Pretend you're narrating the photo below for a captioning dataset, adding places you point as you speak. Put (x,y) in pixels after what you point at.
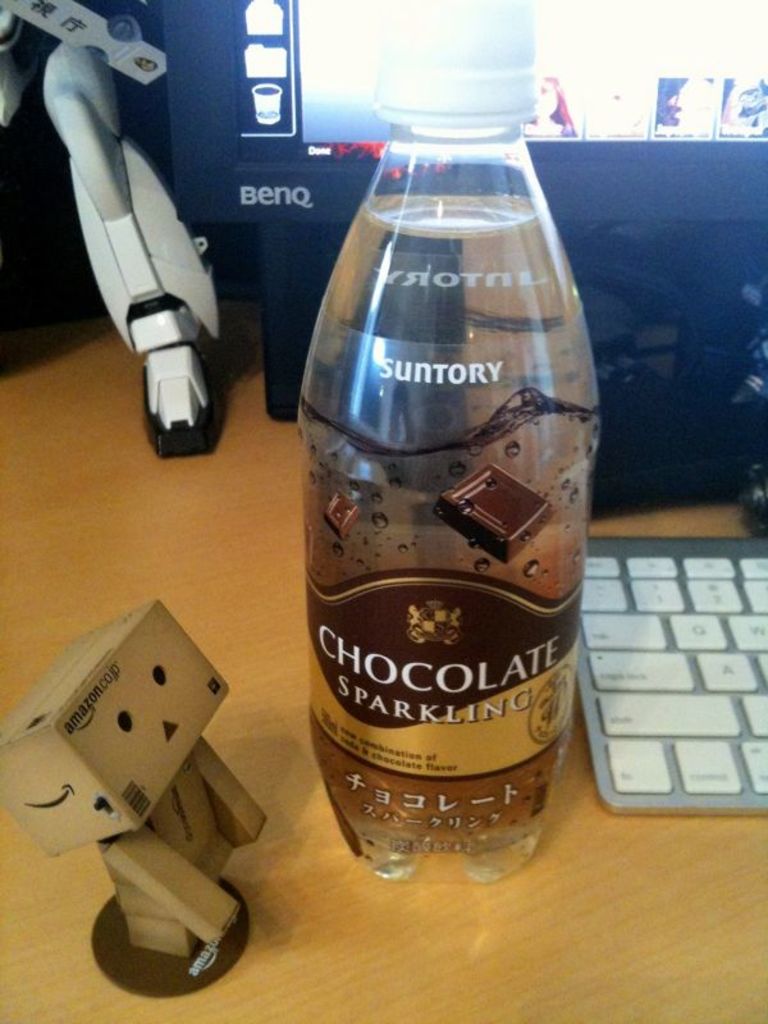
In this picture we can see a bottle of drink (550,624) and in the background (580,184) we can see a monitor (714,79) and on the right side of the image (721,665) there is a keyboard (708,723), on the left bottom of the image (121,789) I can see a toy (154,854) we can read amazon on that.
